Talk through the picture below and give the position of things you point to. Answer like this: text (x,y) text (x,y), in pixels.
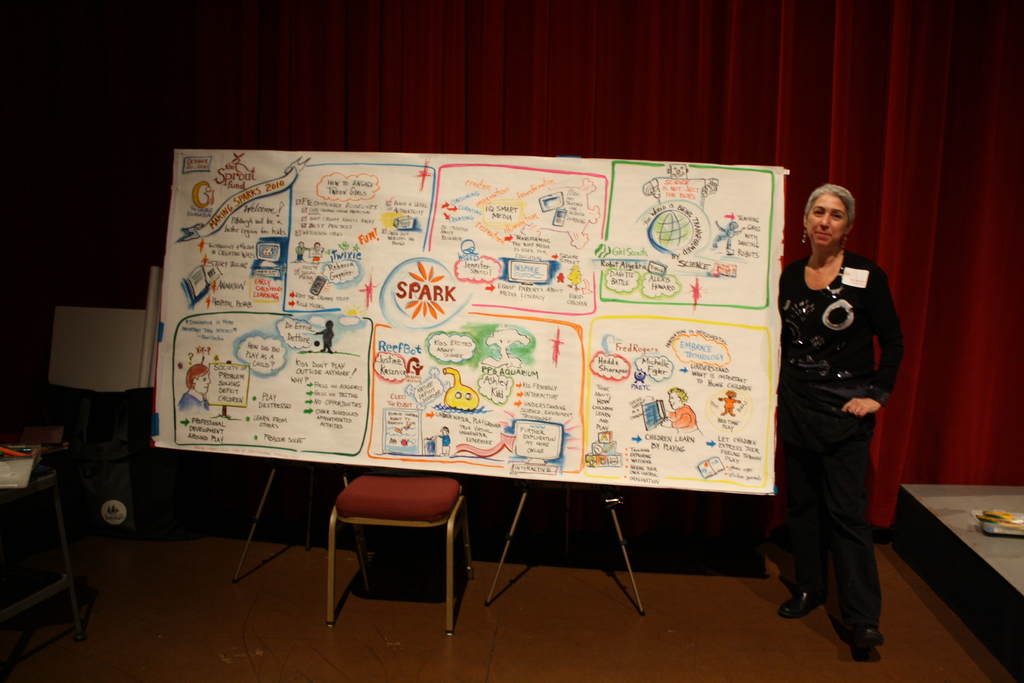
In this image, we can see a board (460,348) on the stands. There is a stool (352,513) in the bottom left of the image (53,585). There is a stage (950,531) in the bottom right of the image (953,537). There is a person (839,353) on the right side of the image (853,301) standing and wearing clothes (861,378). In the background of the image (863,109), we can see curtains (113,105).
